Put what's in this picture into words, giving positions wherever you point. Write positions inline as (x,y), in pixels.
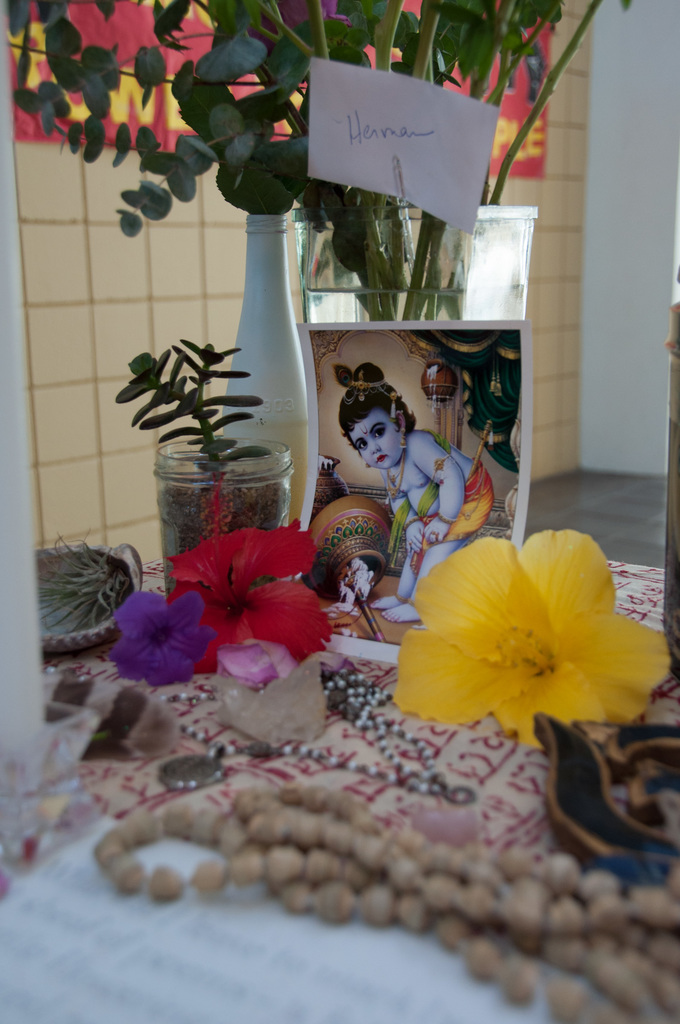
In this image we can see a few flower vases (444,306) which consists of plants (377,220) and in front of it, there is a photo (400,545), plants (292,652), beads (370,818) and many other objects (575,559).
